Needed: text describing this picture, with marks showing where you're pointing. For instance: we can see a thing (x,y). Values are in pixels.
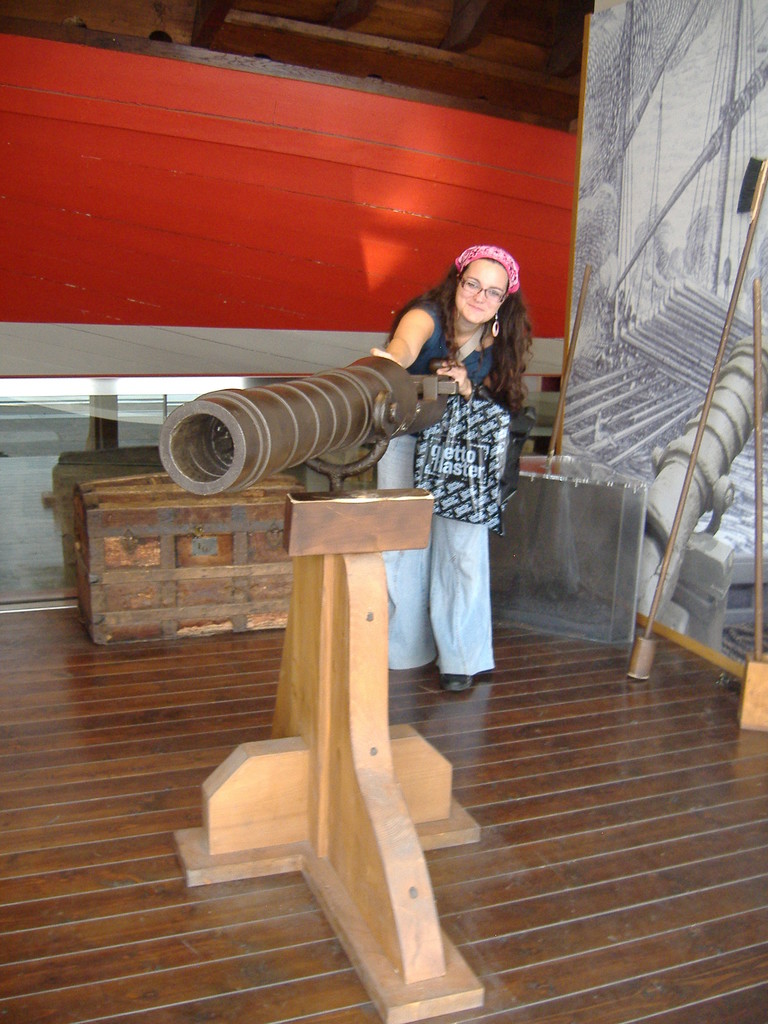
In this picture we can see a woman (449,373) standing near the cannon (443,401), smiling and giving a pose. Behind we can see the wooden box (156,554) and red wall (197,219). On the right corner (643,231) there is a banner wall (643,231).
